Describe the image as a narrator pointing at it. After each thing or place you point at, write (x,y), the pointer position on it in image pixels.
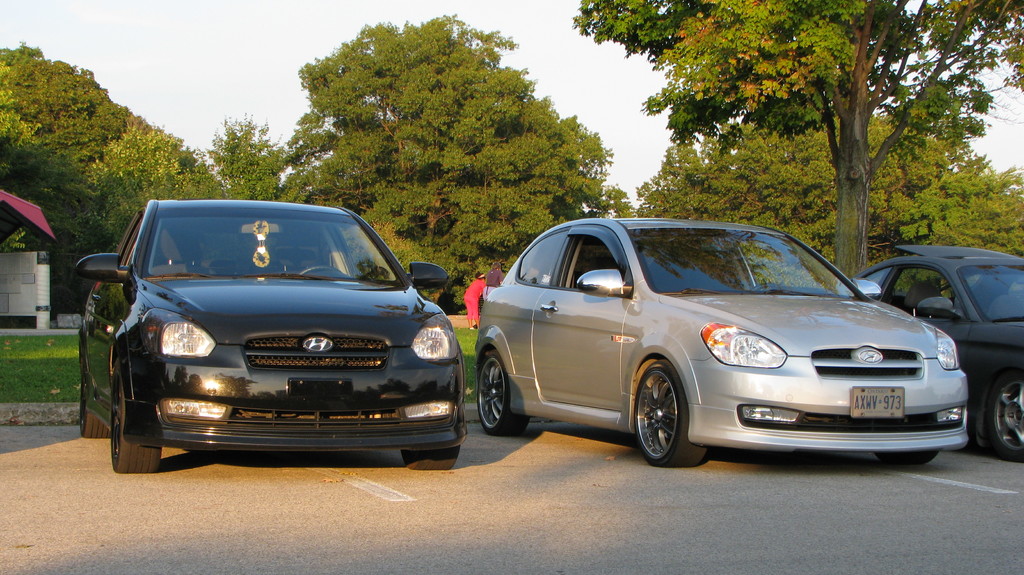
In the picture I can see vehicles (446,370) on the road (527,454). In the background (478,290) I can see a person (469,308), trees (515,167), the grass (74,384), the sky (215,93) and some other objects (45,279) on the ground (32,350).
